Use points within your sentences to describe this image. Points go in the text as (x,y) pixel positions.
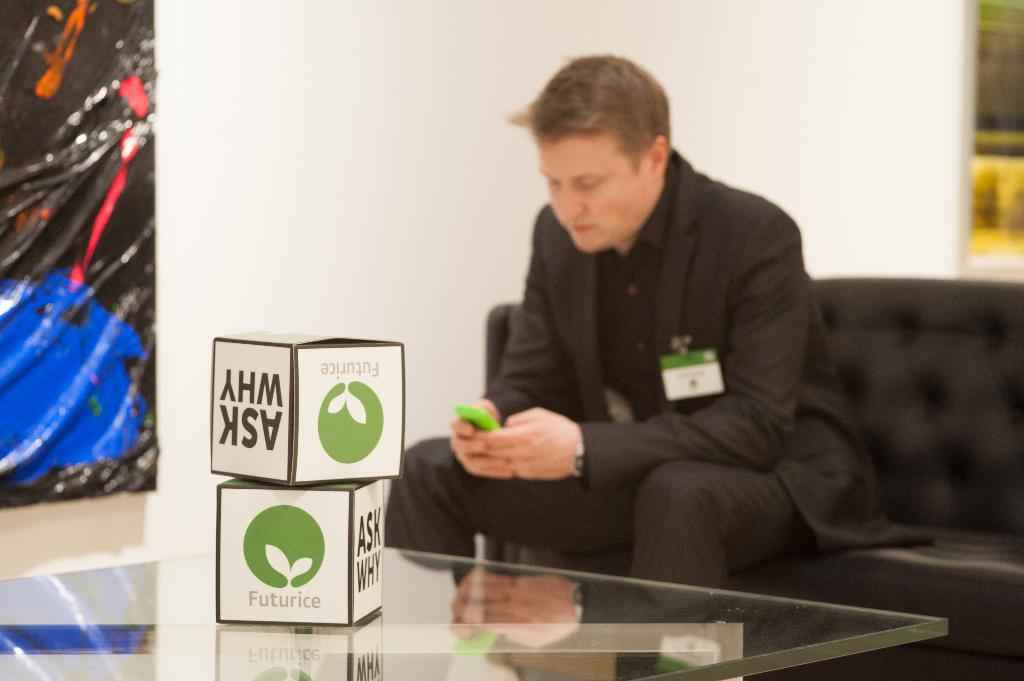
A man (592,319) wearing a black dress (651,403) and a tag (700,380) is holding a mobile (482,419) and sitting on a sofa (893,478). There is a table (387,609). On the table (521,655) there are two blocks (289,420) and something is written in the block (304,462). In the background (390,96) there is a wall (381,123) and a banner (92,229).
